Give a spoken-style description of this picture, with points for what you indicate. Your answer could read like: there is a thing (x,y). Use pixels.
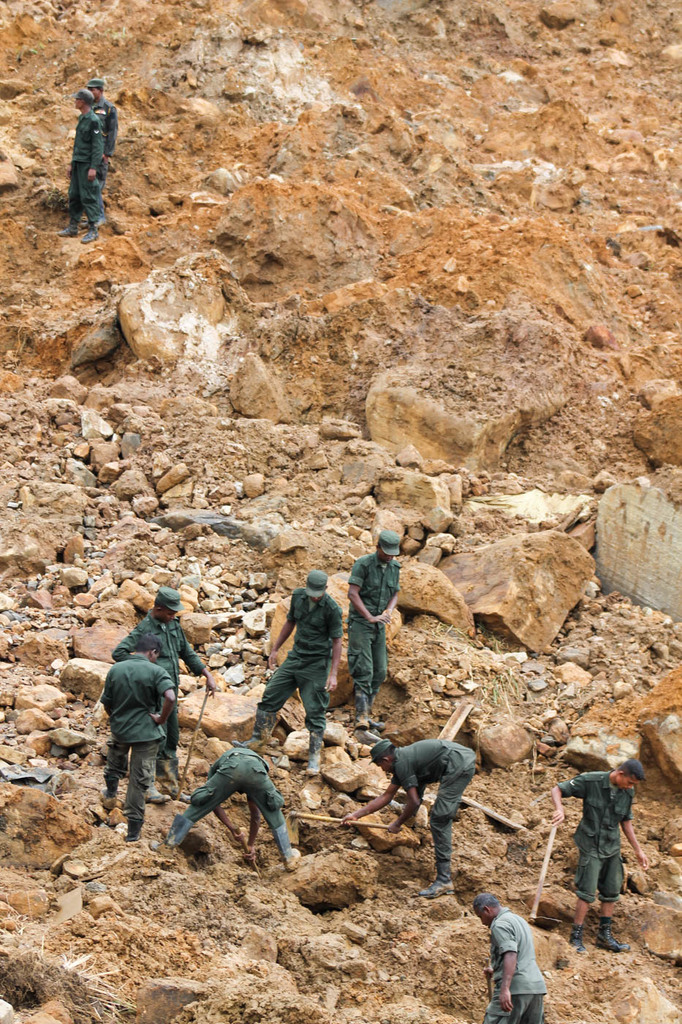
In this image we can see men (180,646) are doing work on the rocky area (313,457). They are wearing green color uniform (316,648).
